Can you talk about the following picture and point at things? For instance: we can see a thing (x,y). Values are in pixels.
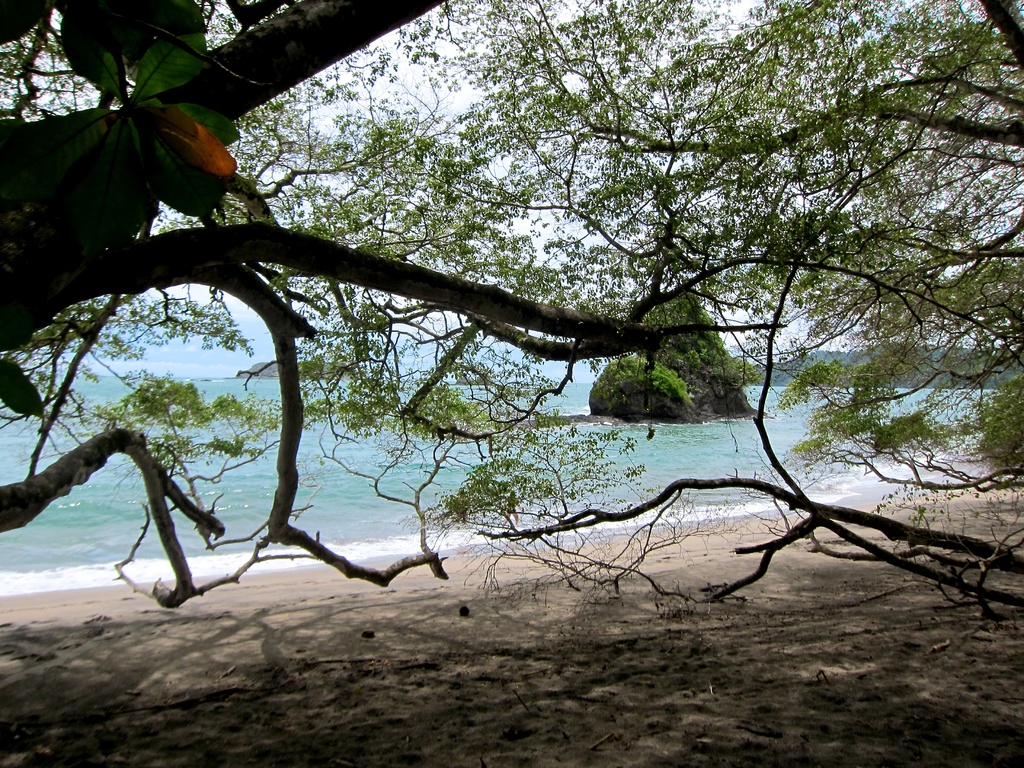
In this image it seems like an ocean (44,536). Beside the ocean (72,524) there is sand (583,656). In the middle (357,261) there are trees (877,285) on the sand (797,687). There is a big rock (673,397) in the ocean (712,442).
